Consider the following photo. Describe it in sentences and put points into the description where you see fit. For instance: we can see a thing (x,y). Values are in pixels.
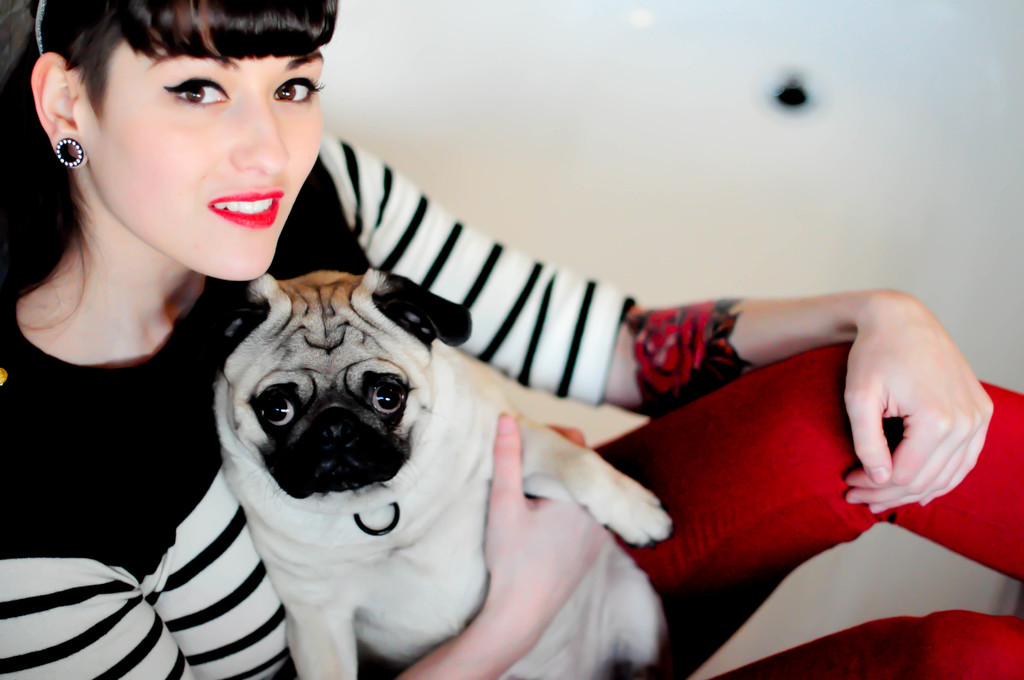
In the picture we can find a woman (126,272) holding dog (391,443), she is smiling and she is wearing a white and black T-shirt (131,679). In the background (521,144) we can find a wall (563,147).
